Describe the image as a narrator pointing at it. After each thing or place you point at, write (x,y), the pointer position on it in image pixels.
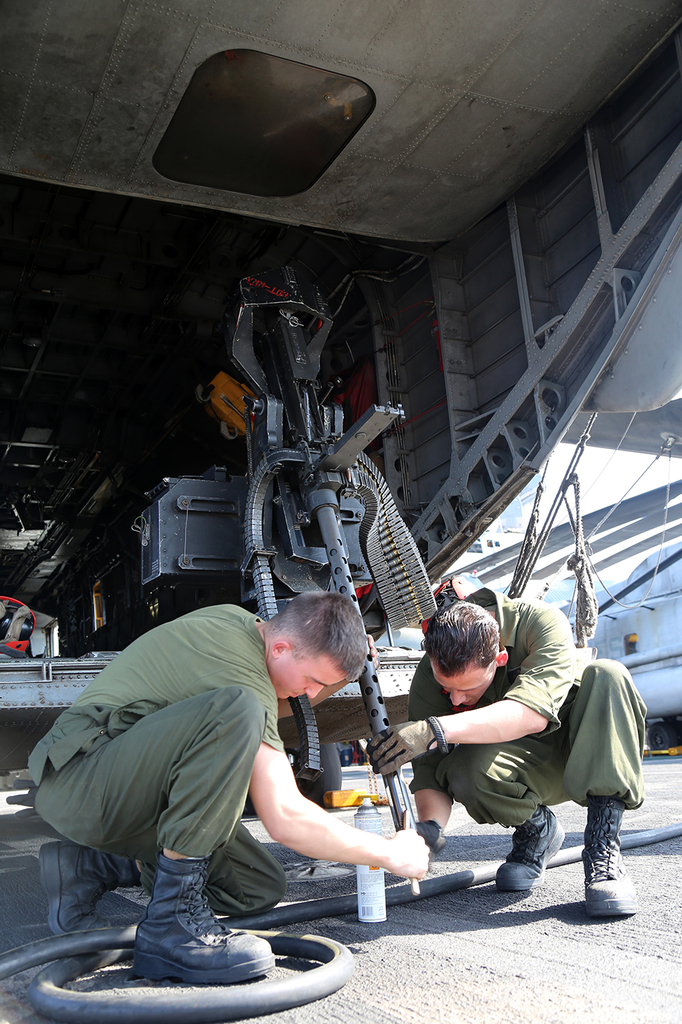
In the image there are two men (180,687) sitting on the ground (418,905) holding a machine (348,537) which is on a ramp (29,674) and above there is ceiling (305,129).
